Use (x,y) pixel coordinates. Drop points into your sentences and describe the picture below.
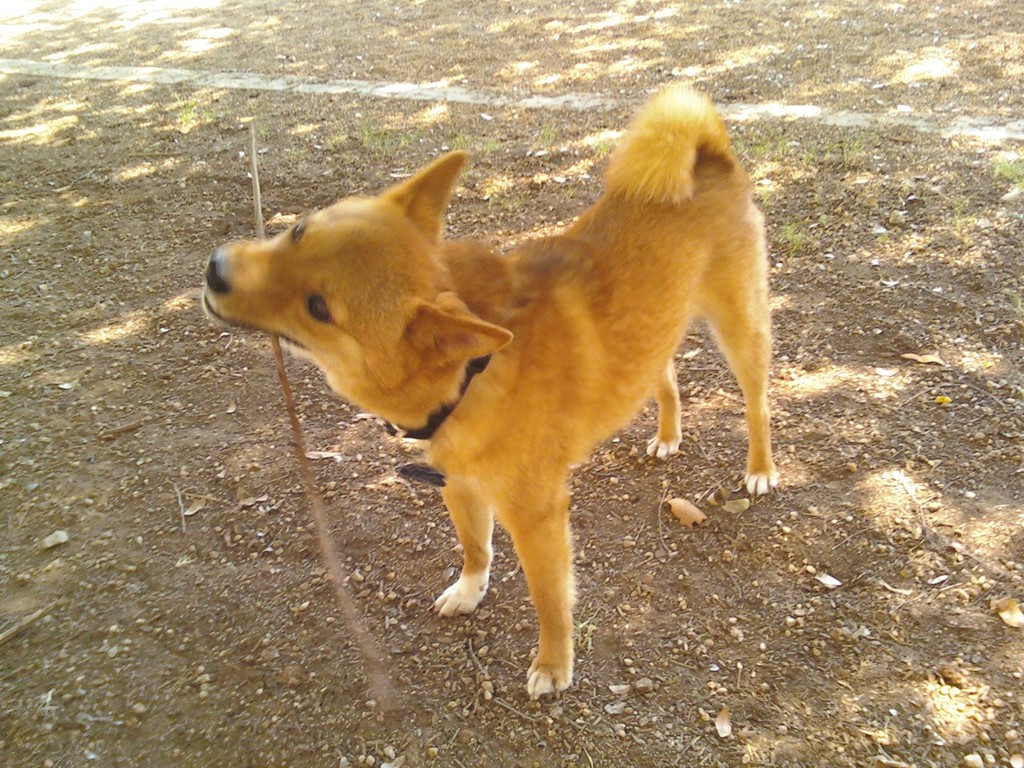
In this image we can see a dog (592,334) on the ground (586,544) and holding a stick (365,631) with mouth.
